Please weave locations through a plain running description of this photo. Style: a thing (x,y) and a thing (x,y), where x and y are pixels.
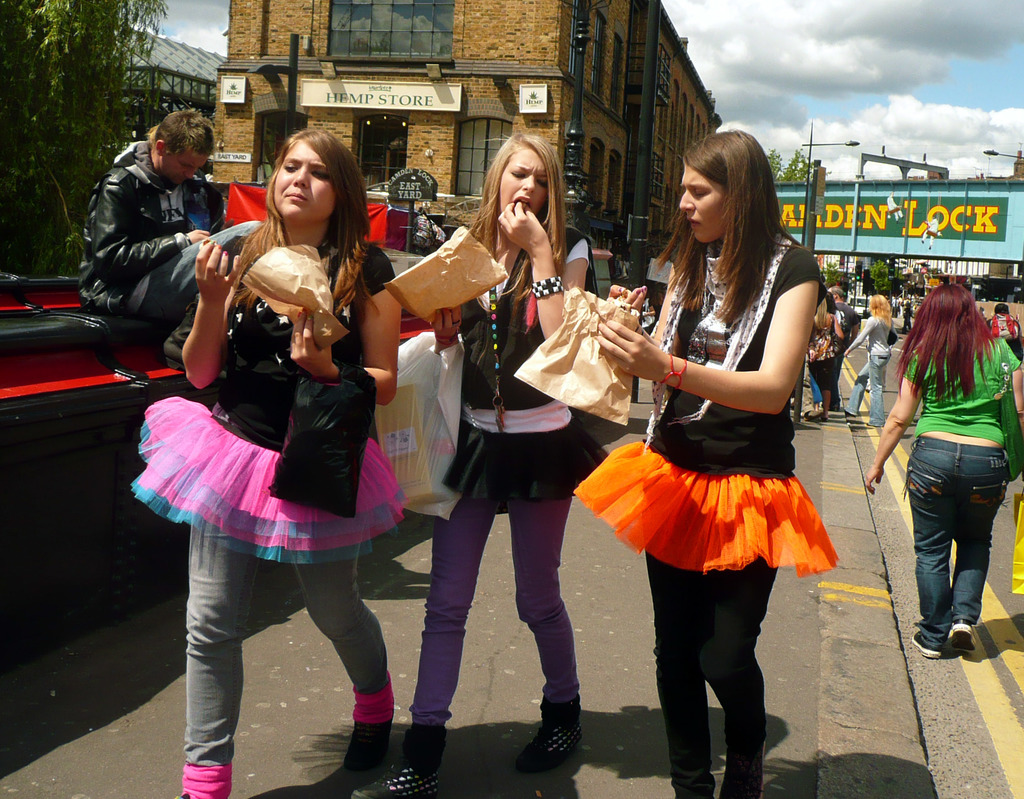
In front of the image there are three women (677,300) walking by holding some objects (628,310) in their hands (622,351), behind them there are a few other people (867,368) walking on the roads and on the left of the image (100,232) there is a person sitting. In the background of the image (470,183) there are trees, buildings (503,116) with name boards (532,111) on it, lamp posts (579,150), bridges (941,220). At the top of the image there are clouds (731,104) in the sky (1014,61).
